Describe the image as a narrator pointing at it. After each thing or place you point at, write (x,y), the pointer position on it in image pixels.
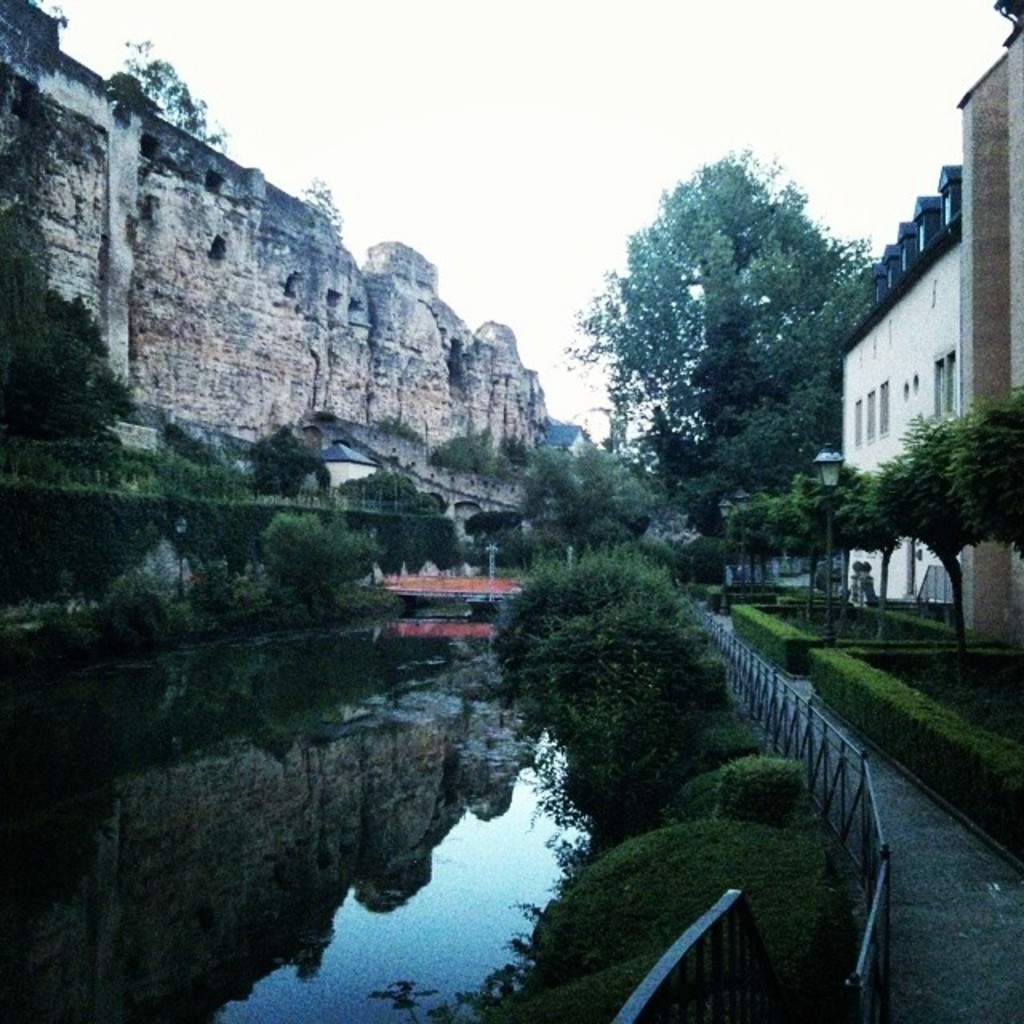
There is water (245,726). On the sides of the water (558,844) there are bushes (619,806) and railings (817,791). Also there are trees (755,493) and buildings (903,405) with windows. In the background (484,166) there is sky (522,199). On the left side (178,287) there is a brick wall (283,354).
